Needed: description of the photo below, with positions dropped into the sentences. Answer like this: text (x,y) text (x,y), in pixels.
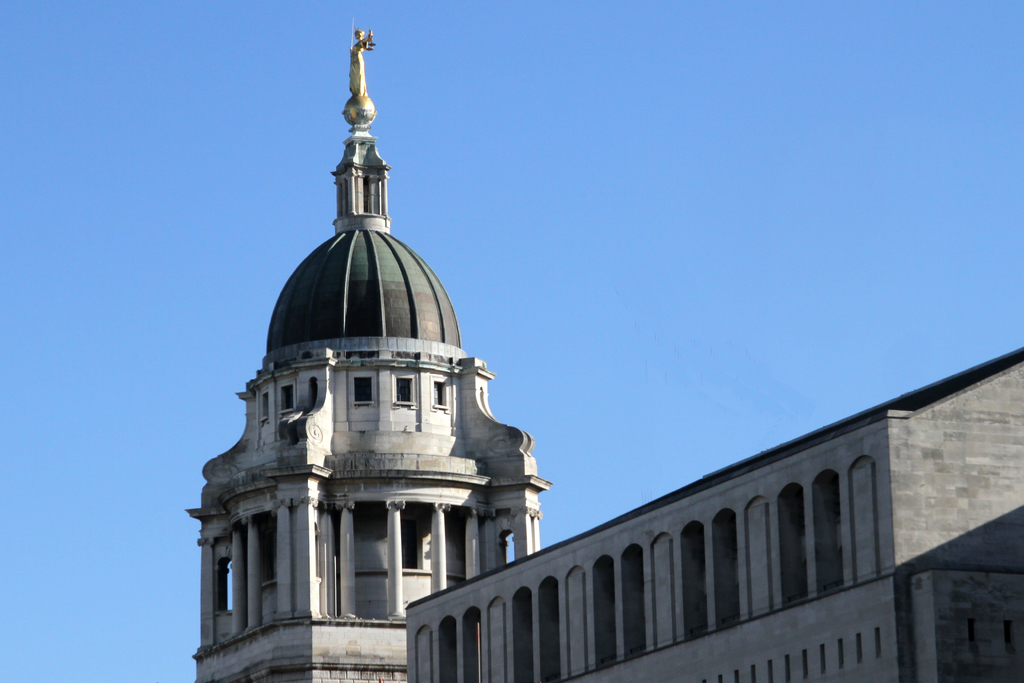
In this image I can see a building (434,623) in white and gray color, background (599,407) the sky (449,105) is in blue color.
